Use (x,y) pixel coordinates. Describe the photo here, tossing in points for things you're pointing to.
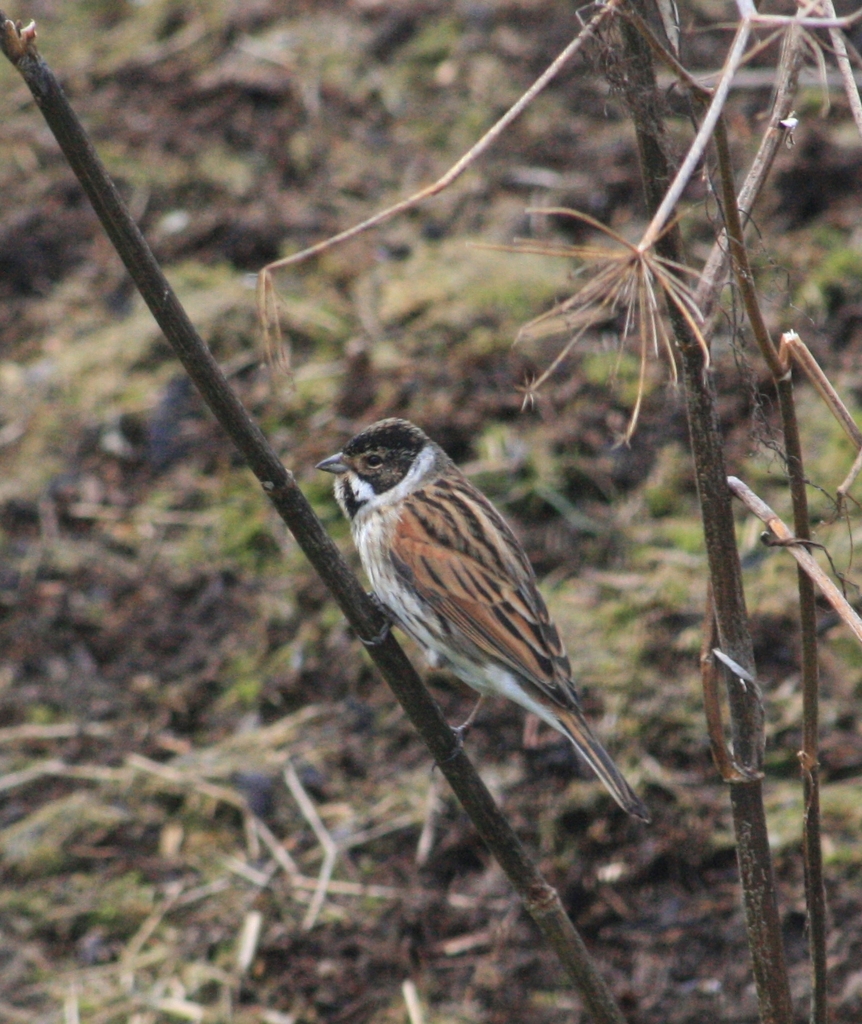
In this image we can see a bird (373,556) standing on the branch (406,694). In the background (306,267) we can see ground (179,437) and twigs (255,847) on it.
